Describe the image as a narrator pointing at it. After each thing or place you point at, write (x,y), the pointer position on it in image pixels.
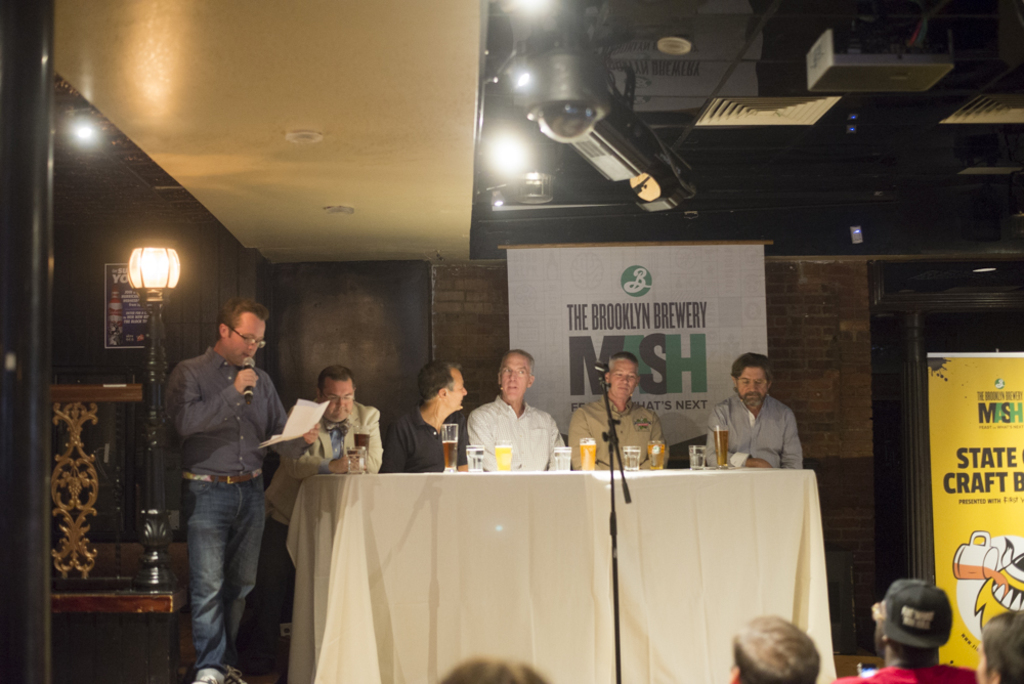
In this image I see number of people (345,391) and I see that this man (223,415) is holding a mic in one hand (244,374) and a paper (292,419) in other hand (304,435) and I see the table (581,473) on which there are many glasses (355,452) and I see the tripod (609,495) over here. In the background (996,427) I see the wall (1022,338) and I see banners (1011,439) on which there is something written and I see the light (138,265) over here and I see the ceiling (409,18).
